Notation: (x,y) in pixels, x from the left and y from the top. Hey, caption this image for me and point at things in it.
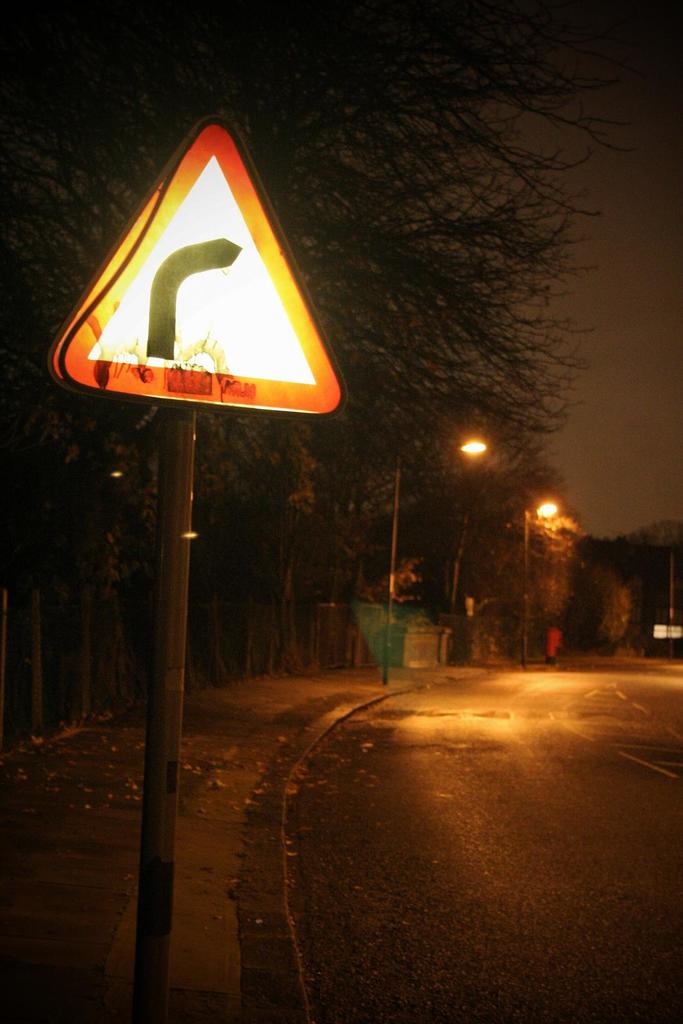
In this image in front (663,904) there is a road (511,796). On the left side of the image (111,828) there is a pavement (138,766). There is a directional board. There are poles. There are street lights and a few other objects (428,660). In the background of the image (423,476) there are trees (505,435) and sky (648,366).
